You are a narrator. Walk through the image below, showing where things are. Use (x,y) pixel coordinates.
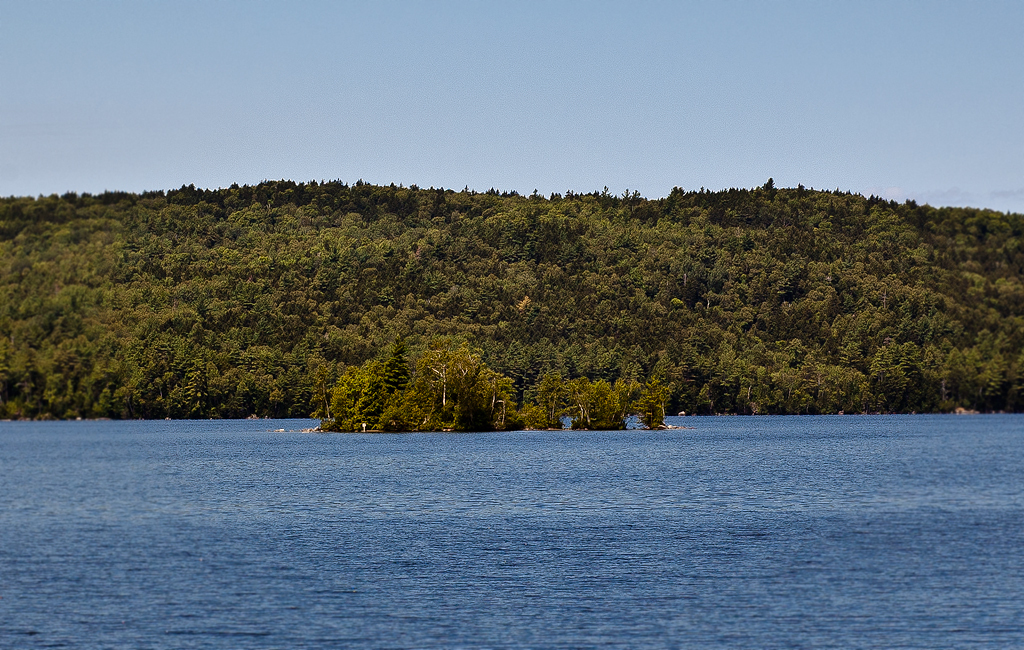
In this image we can see the trees (466,362), also we can see the ocean (749,478), and the sky (621,100).
